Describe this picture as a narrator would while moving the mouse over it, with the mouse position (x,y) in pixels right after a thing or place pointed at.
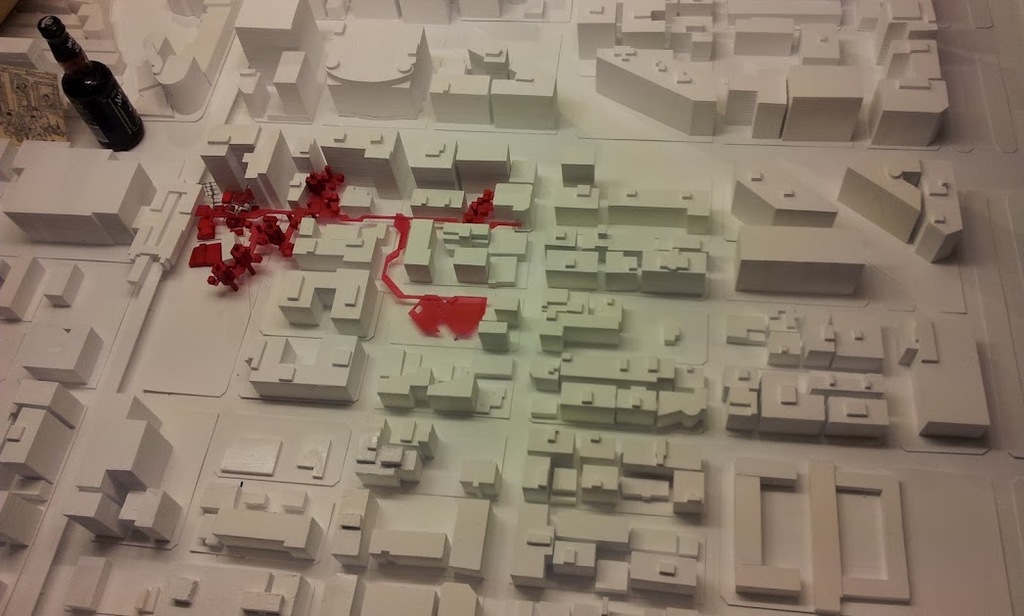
In the image we can see there are white blocks (106,487) and red colour pieces (278,233) and markings (422,306) and we can see there is a bottle (86,84).
